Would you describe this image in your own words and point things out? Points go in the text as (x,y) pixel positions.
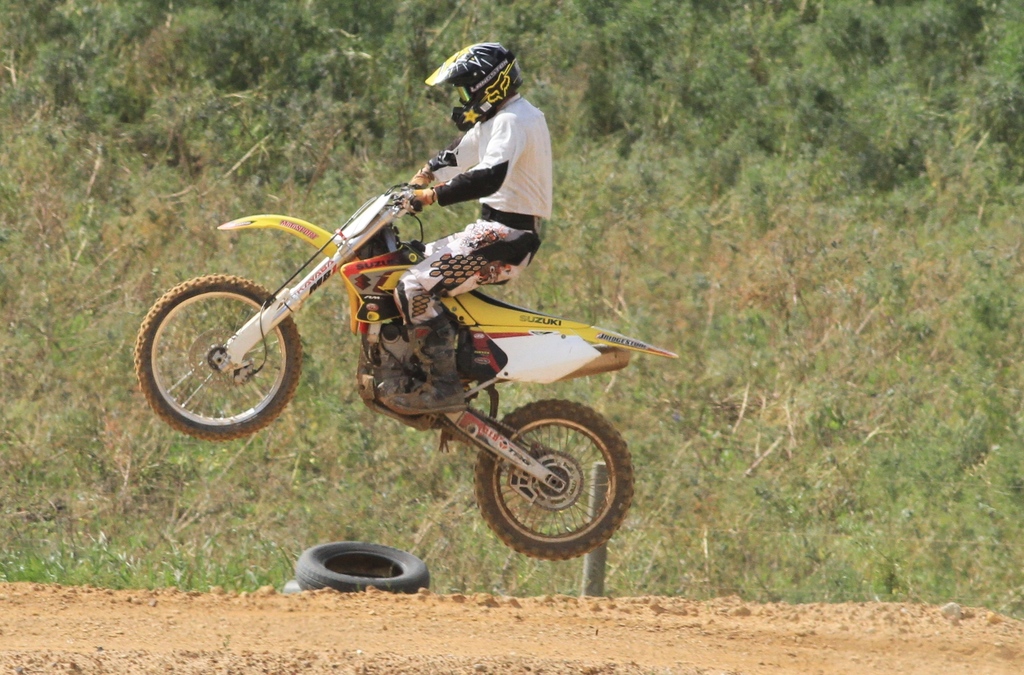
In this picture I can see a person (439,282) riding motor bike (483,371), in the background (468,465) we can see grass (457,454), trees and also we can see a path (309,601).
